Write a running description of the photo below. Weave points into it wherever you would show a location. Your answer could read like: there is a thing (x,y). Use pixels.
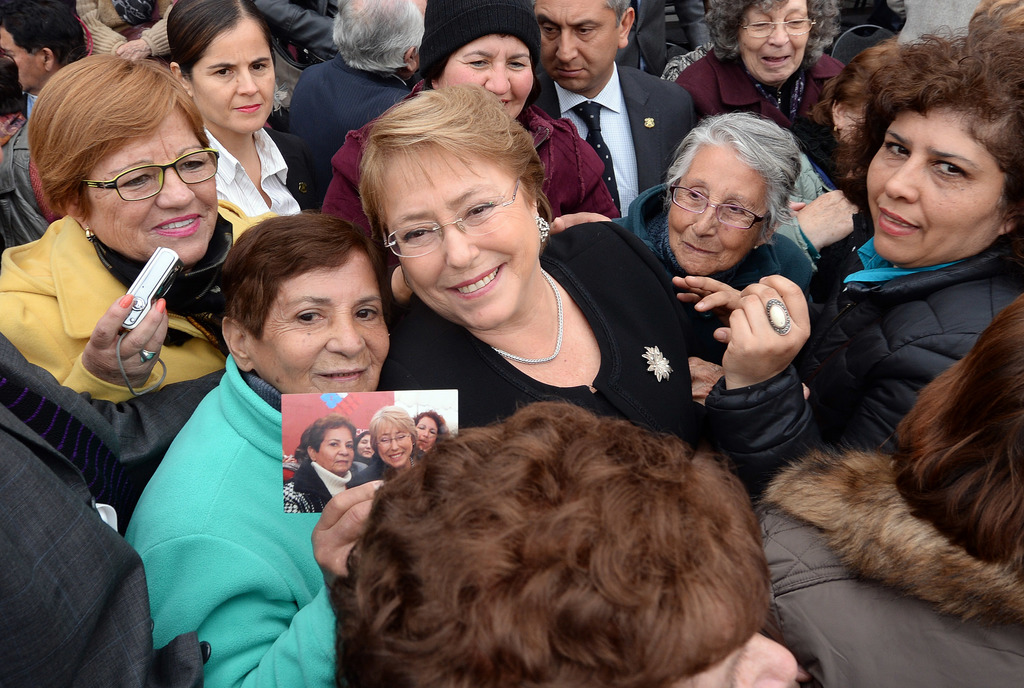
This image is taken outdoors. In this image there are many people (262,162) with smiling faces (956,139).
